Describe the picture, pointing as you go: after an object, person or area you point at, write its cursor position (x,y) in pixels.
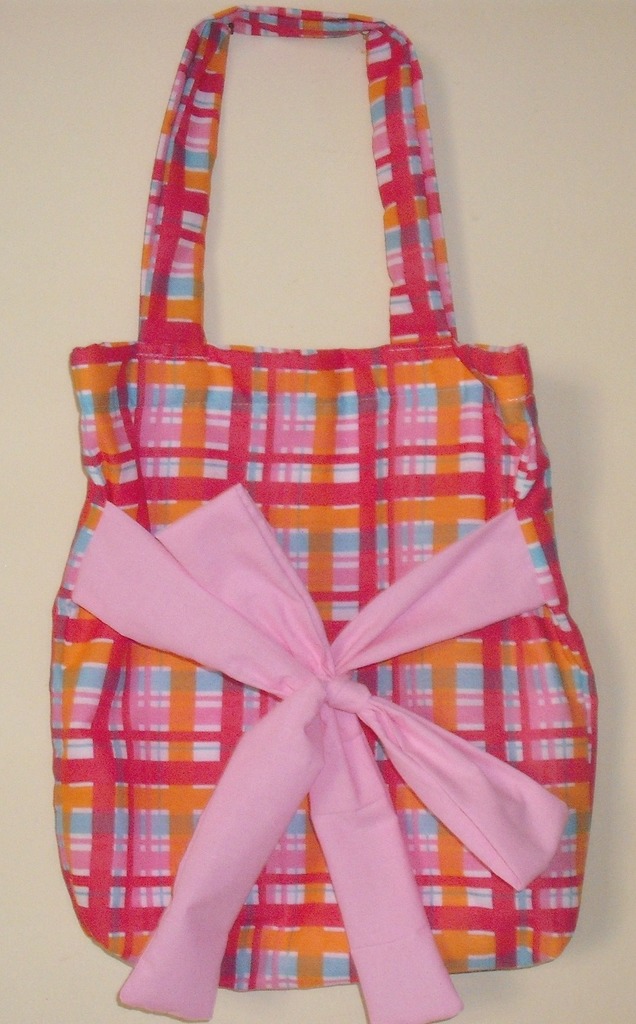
In this picture we can see a beautiful mixed color bag (314,414) with pink color ribbon (301,663) attached to it.
